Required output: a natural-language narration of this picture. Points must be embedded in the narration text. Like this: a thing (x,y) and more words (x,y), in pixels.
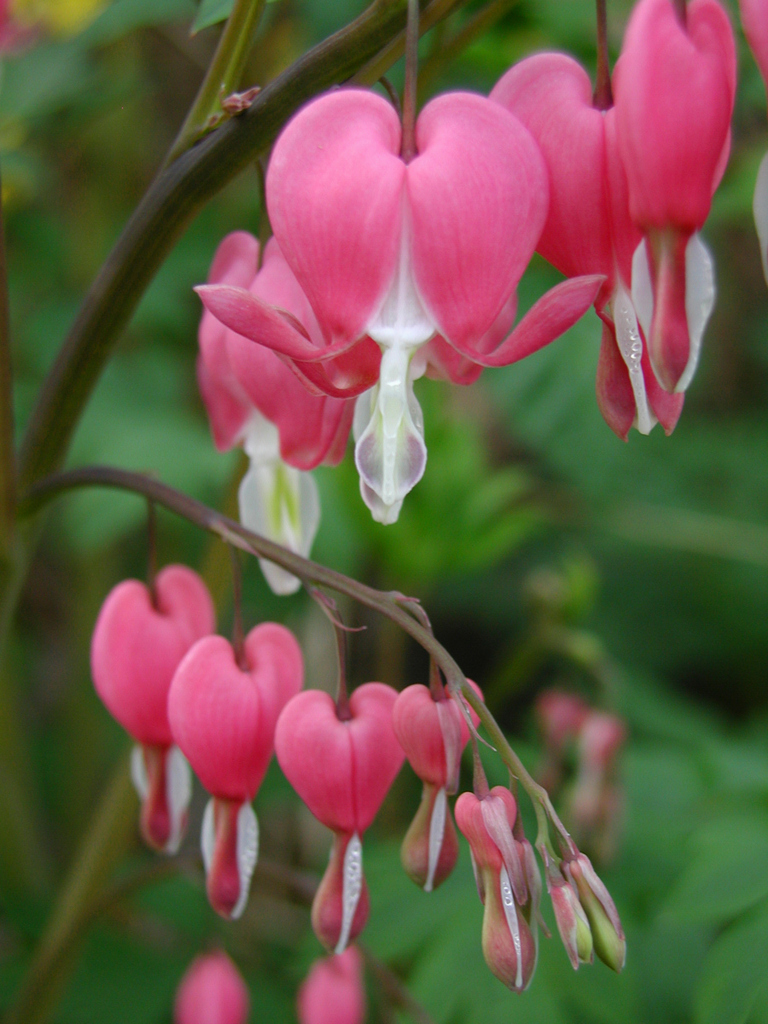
In this image, we can see stem (188,142) of a tree (289,88) with flowers (555,168) which are pink in color. In the background (102,814), we can see green color.
